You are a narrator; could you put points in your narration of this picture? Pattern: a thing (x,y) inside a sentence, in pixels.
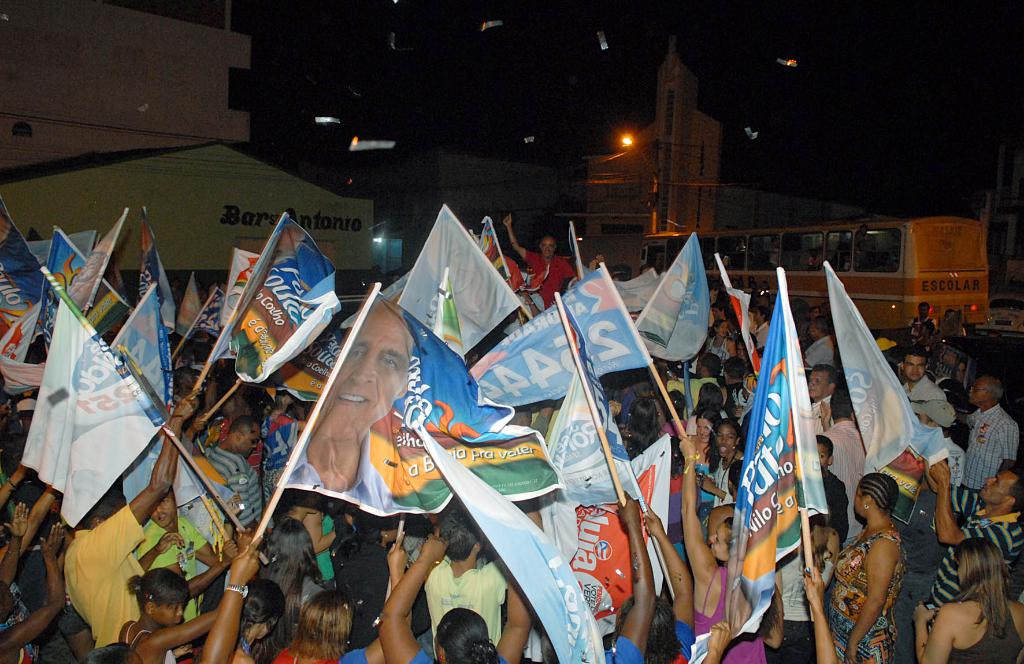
There are persons (349,620) in different color dresses (1020,547), some of them are holding banners (243,316). In the background (887,216), there is a vehicle (976,239), there are buildings (693,173) and there is a light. And the background (886,24) is dark in color.
